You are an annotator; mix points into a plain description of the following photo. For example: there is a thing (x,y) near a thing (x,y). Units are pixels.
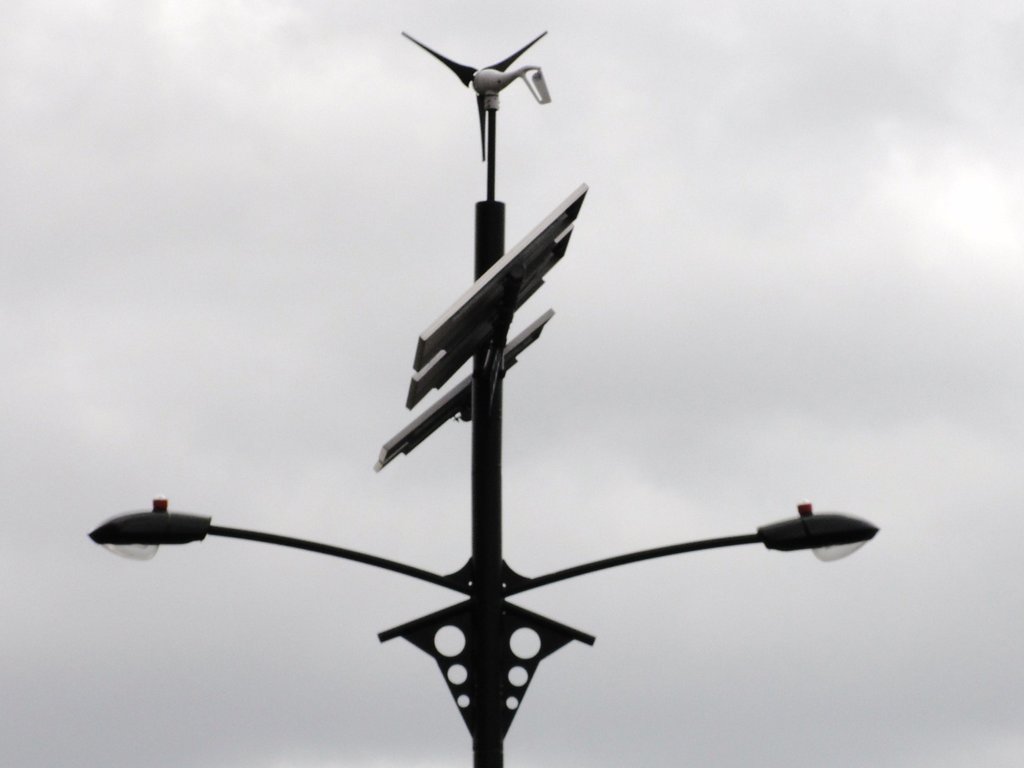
In this image I can see a pole (479,543) to which two lights (147,541) and some boards (490,294) are attached. In the background (787,268), I can see the sky (753,242).
